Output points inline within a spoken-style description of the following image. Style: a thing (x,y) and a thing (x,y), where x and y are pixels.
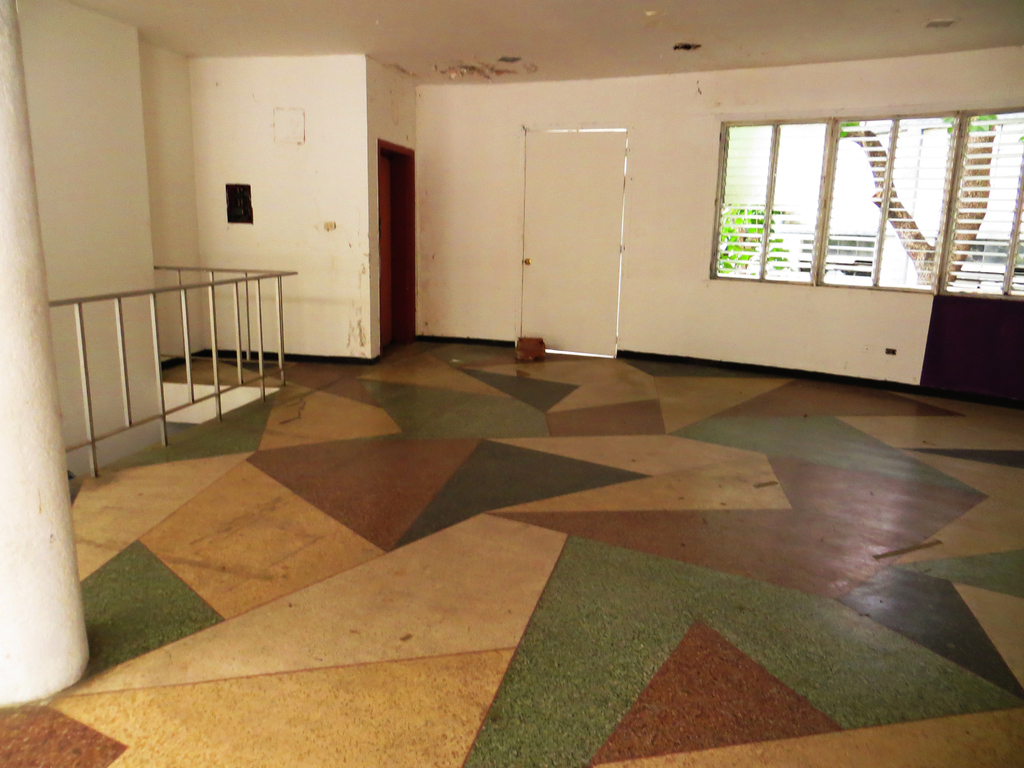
In this image on the left side (239,355) there is a railing (187,344) and there is a wall (133,334). In the background (734,234) there are windows (835,219) and there is a door (581,245) which is white in colour and behind the windows (883,238) there are trees (749,232).
